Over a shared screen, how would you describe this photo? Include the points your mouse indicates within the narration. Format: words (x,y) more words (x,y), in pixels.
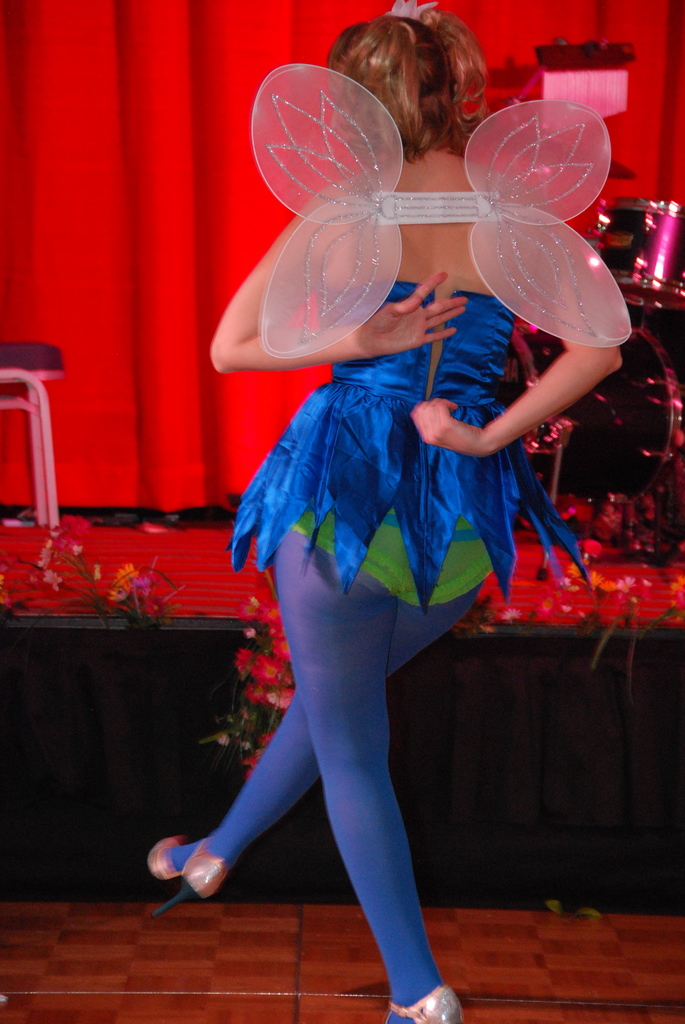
In this picture there is a woman (486,379) who is wearing blue dress (403,518) and sandal (434,997). She is dancing. On the stage (660,597) we can see drum (646,263) and other musical instruments (637,431). On the left (35,438) there is a chair (41,392) near to the red cloth (101,413). On the corner of the stage (646,605) we can see some flowers (45,563).
